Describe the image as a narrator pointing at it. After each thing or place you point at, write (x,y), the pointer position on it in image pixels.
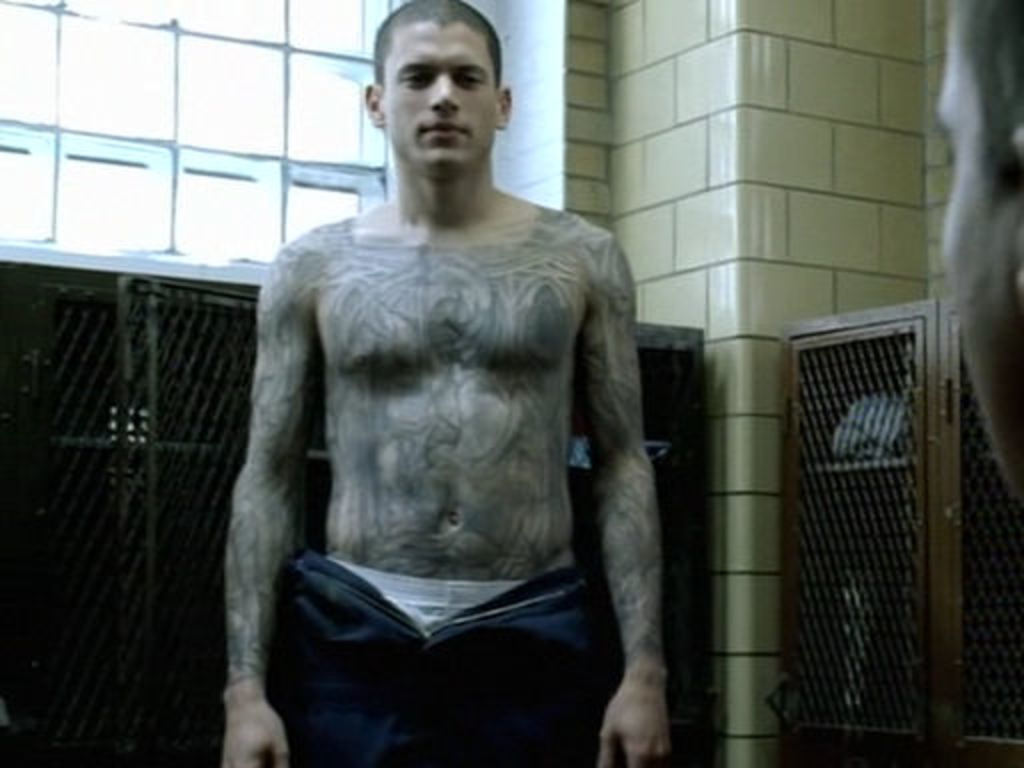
There is a man (459,352) standing. Near to him there are cupboards (829,382). In the back (351,152) there are windows (71,72) and a wall (561,120). On the right side (991,214) we can see a face (991,214) of a person (969,133).
